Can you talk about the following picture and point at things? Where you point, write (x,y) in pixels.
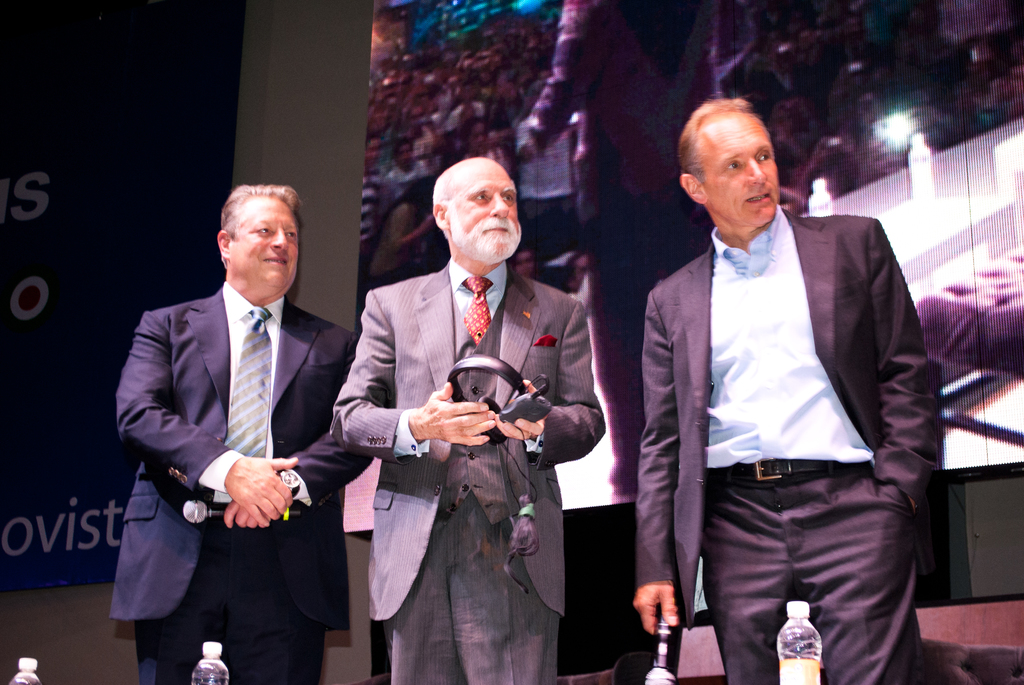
In this picture I can see three persons (264,276) standing. I can see two persons (691,138) holding mikes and another person (449,468) holding an object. There are water bottles (15,680), chairs (958,644), board (80,574), and in the background (904,98) there is a screen (622,305).
